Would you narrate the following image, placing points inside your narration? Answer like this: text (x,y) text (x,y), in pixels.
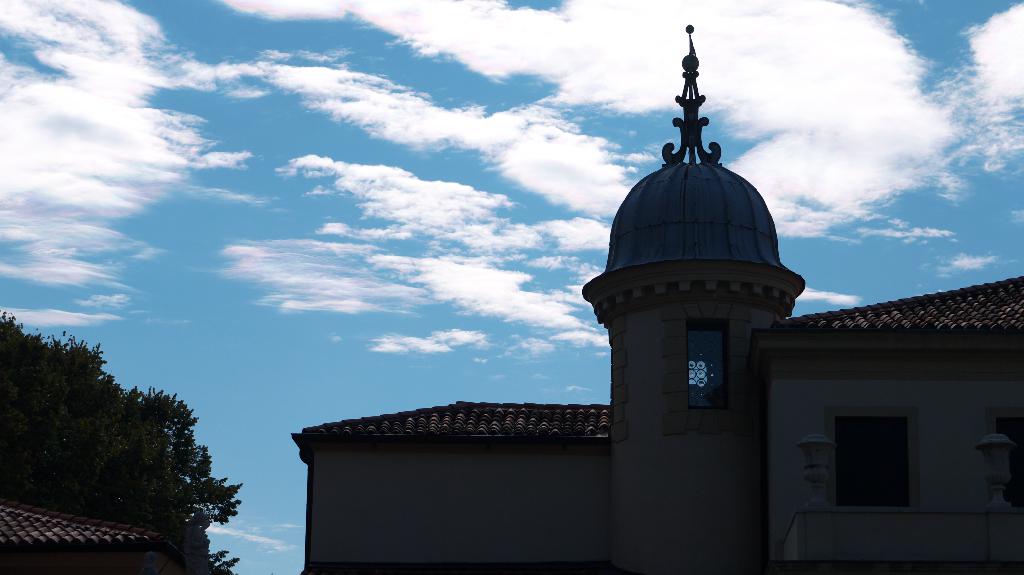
In the picture we can see a historical building (892,542) besides to it, we can see some trees (83,432) and in the background (198,246) we can see a sky (279,209) with clouds (336,226).
